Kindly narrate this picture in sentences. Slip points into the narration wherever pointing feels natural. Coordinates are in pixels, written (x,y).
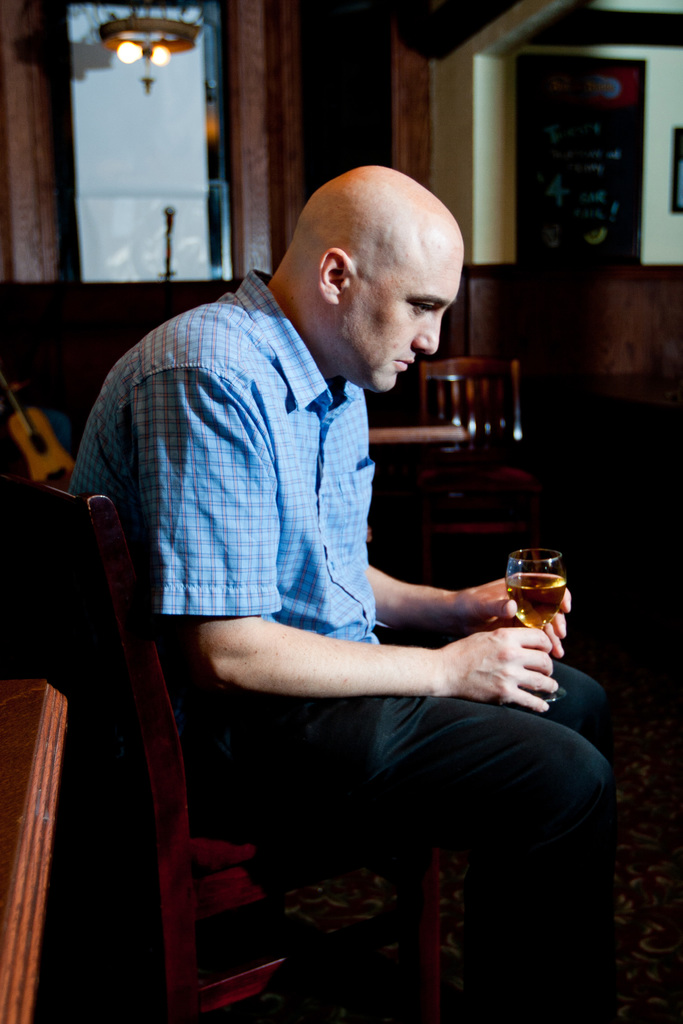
In this image In the middle (296,577) there is man (326,629) he is sitting on the chair (225,881) he wears shirt (274,515) and trouser (472,787) he is holding a glass (520,604). In the background (513,475) there is a table (443,430), chair (516,438), window (173,167), light (166,59) and wall (655,197) and guitar (35,450).
